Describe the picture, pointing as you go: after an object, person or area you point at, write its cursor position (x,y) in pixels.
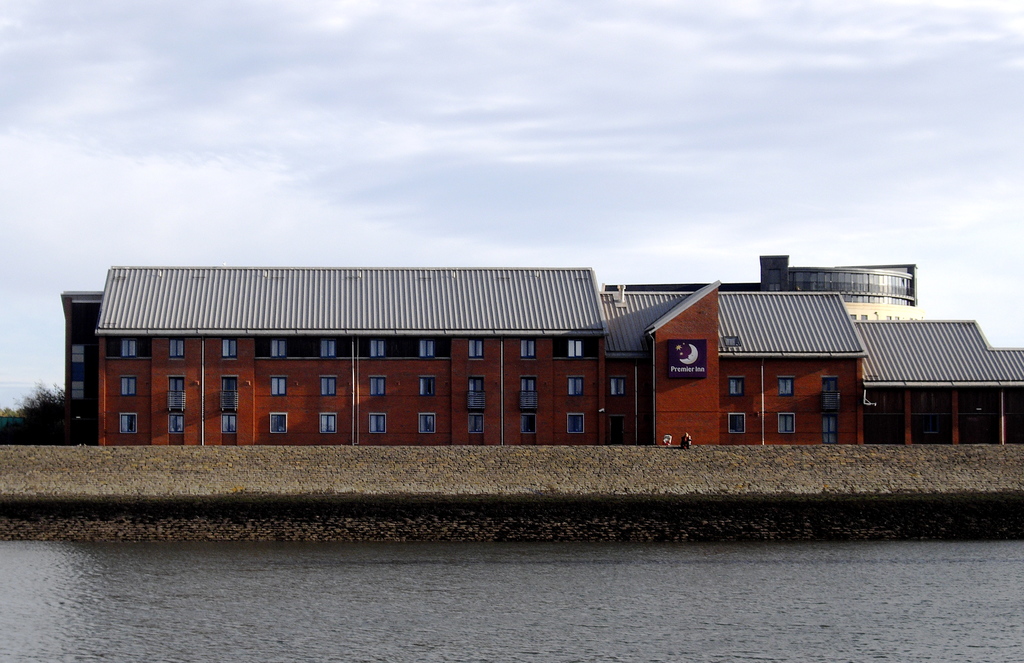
In the image there is a river (784,564) and behind the river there is a building (670,347), it has many windows (424,377).
